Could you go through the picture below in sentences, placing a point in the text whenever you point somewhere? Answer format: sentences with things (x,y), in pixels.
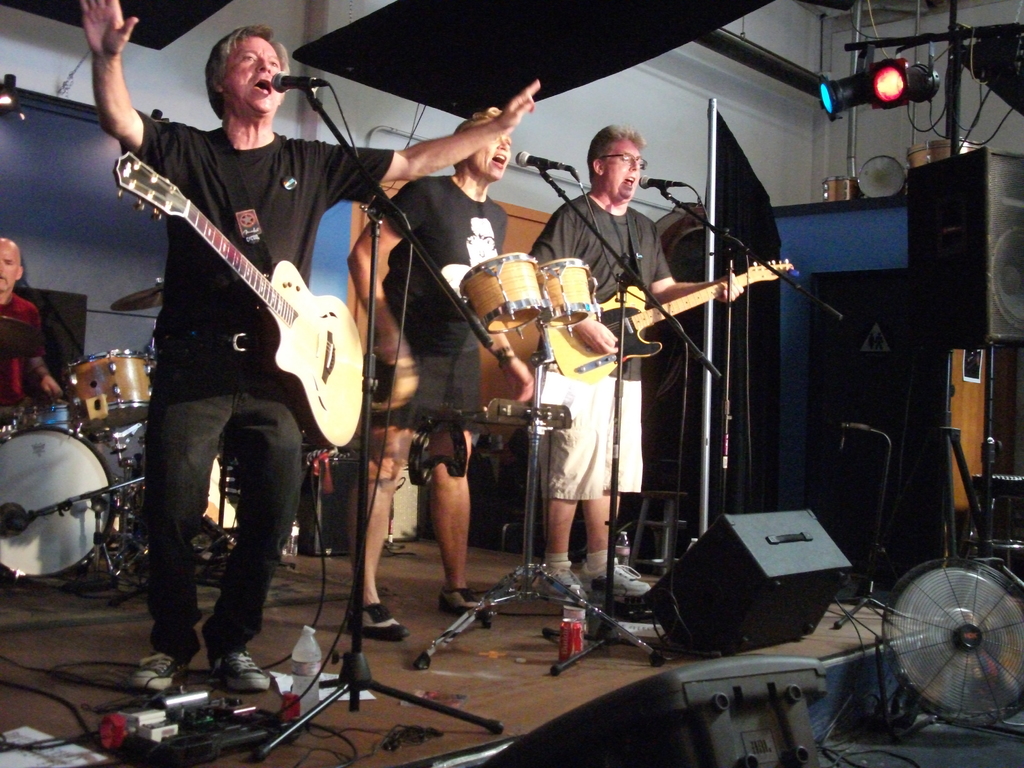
On the background (610,98) we can see wall (781,123). At the top (870,96) these are lights (868,91). Here we can see persons (252,153) standing in front of a mike (568,207) singing and playing guitars (324,381) and musical instruments (518,330) on the platform (505,647). Behind to them we can see a man (7,247) playing drums (118,420). On the platform (285,647) we can see bottles (319,646), device (780,578), adapters (289,709).
